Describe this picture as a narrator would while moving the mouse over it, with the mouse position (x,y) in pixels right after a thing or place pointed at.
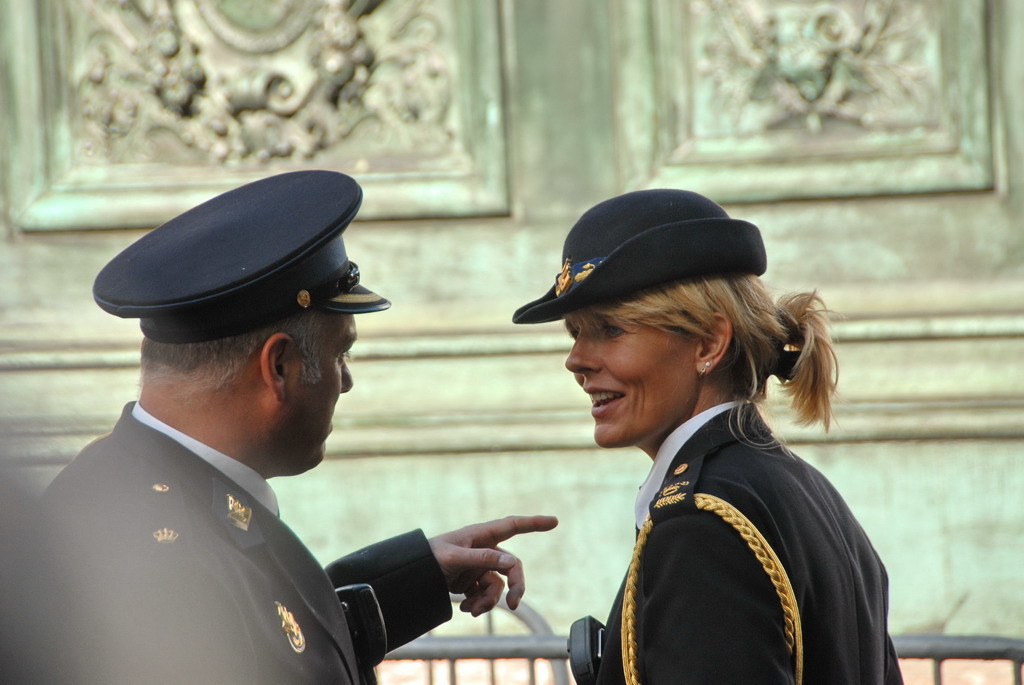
In the center of the image (654,384) we can see two persons (603,314) are standing and wearing a uniform (201,584) and cap (560,303). In the background of the image (489,331) we can see the wall (630,186). At the bottom of the image (521,614) we can see the rods (553,641) and floor (970,671).
